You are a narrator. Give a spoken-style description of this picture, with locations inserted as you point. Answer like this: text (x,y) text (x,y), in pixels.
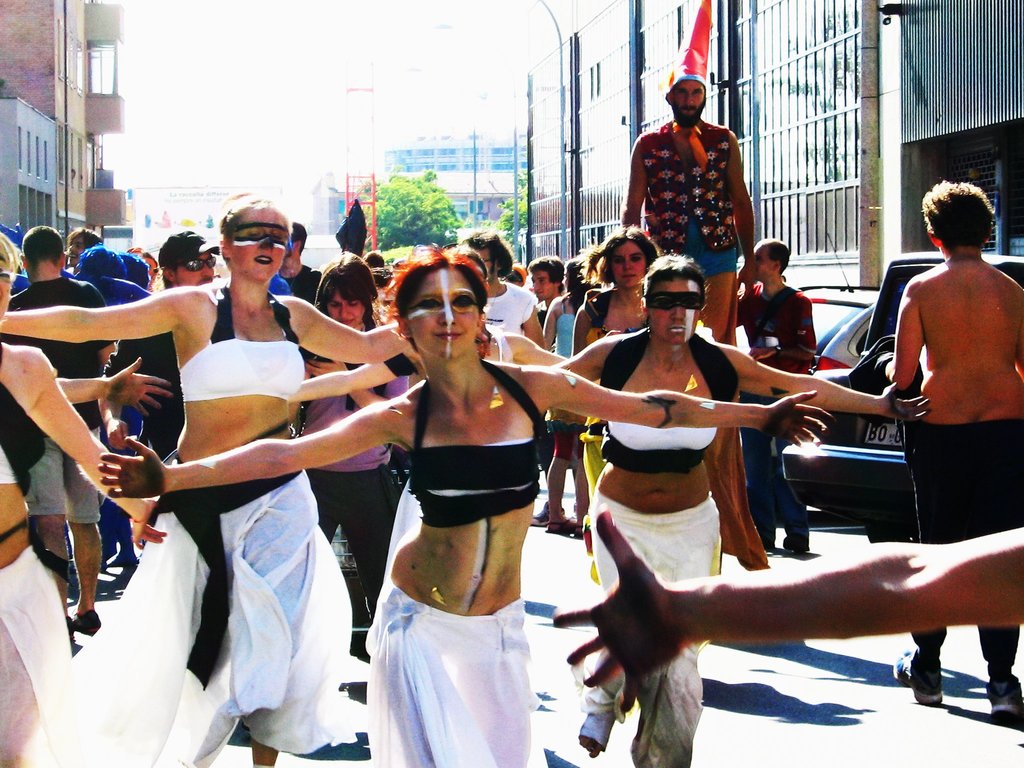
In the picture I can see a group of people (361,580) are standing on the ground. In the background (412,210) I can see trees (403,221), buildings (502,179), poles (567,215) and some other objects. On the right side (842,475) I can see a vehicle (833,486) on the road (757,676).
